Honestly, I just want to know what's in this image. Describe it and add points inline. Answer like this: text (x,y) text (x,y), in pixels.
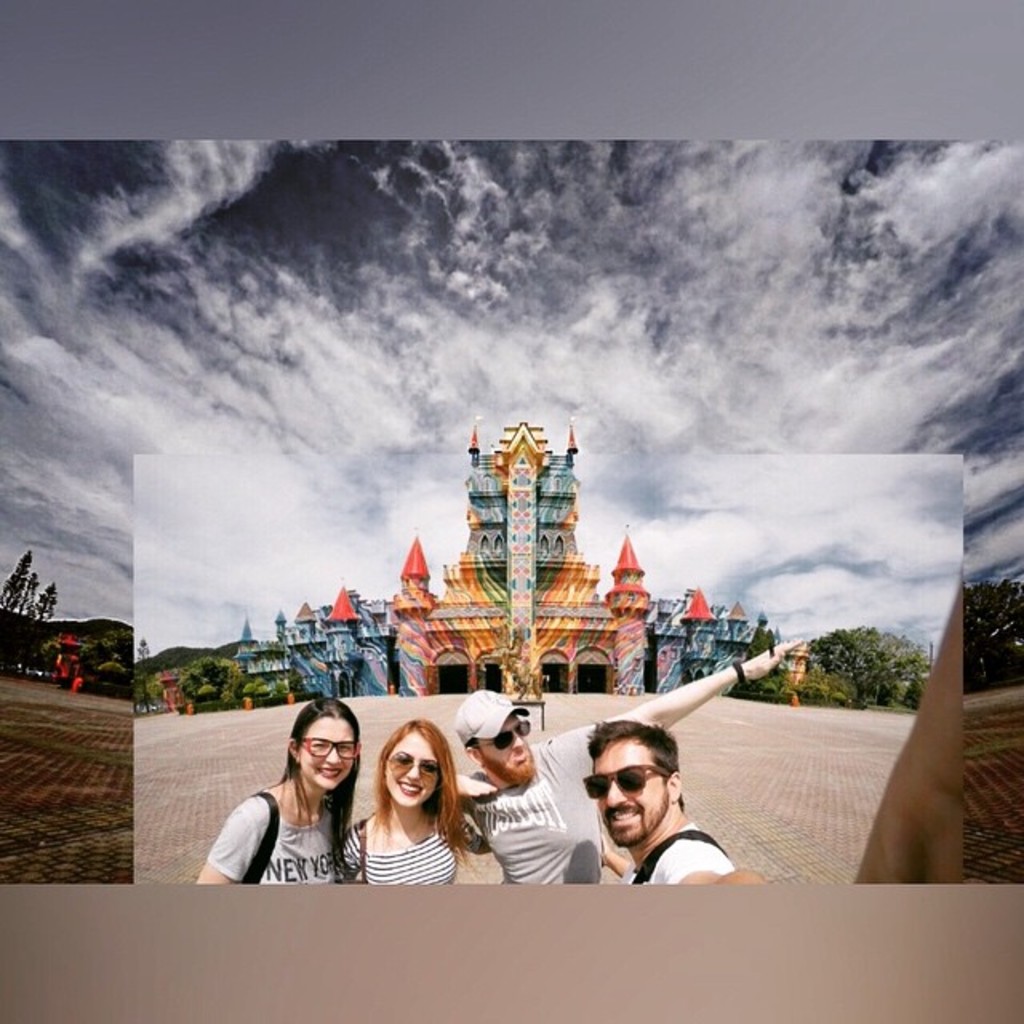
This is an edited image. In the center of the image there are four persons (332,729). At the background of the image (331,693) there is a castle (279,626). There are trees (246,681). At the top of the image (421,181) there is sky (307,211).
